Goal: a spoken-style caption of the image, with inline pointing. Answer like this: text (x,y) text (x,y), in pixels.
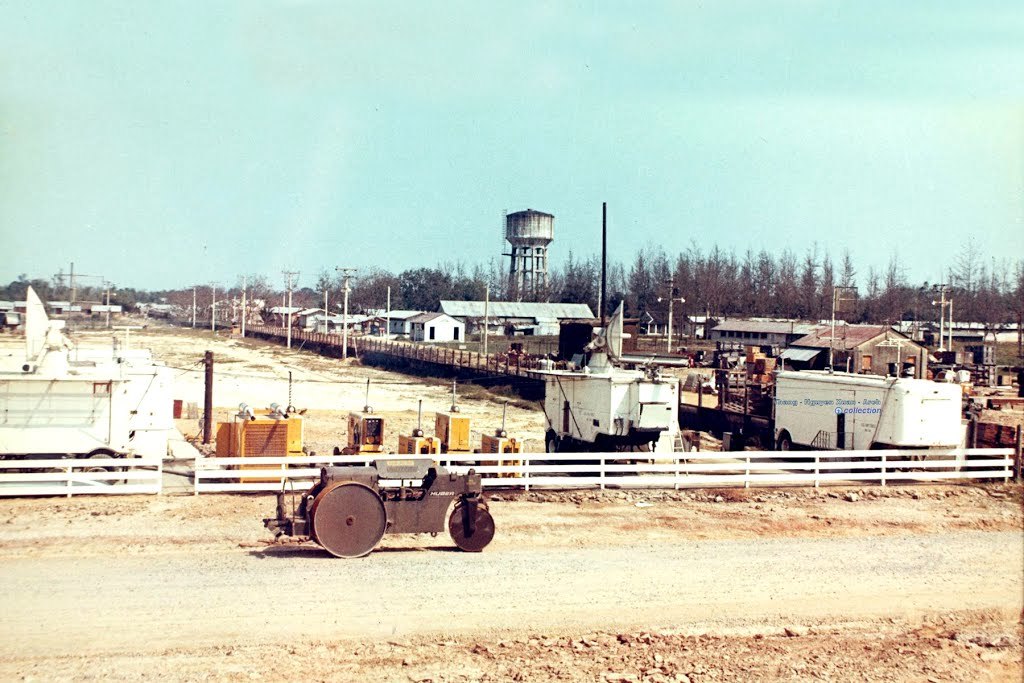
This image consists of a road roller (424,522). At the bottom (499,556), there is a road (956,604). In the background (58,488), there is a fencing (80,462) in white color. And there are many machines (873,436). On the right (858,341), there are houses (983,335) along with the trees (187,299). In the background (518,264), we can see a tank (536,218). At the top (449,105), there is sky (641,82).
